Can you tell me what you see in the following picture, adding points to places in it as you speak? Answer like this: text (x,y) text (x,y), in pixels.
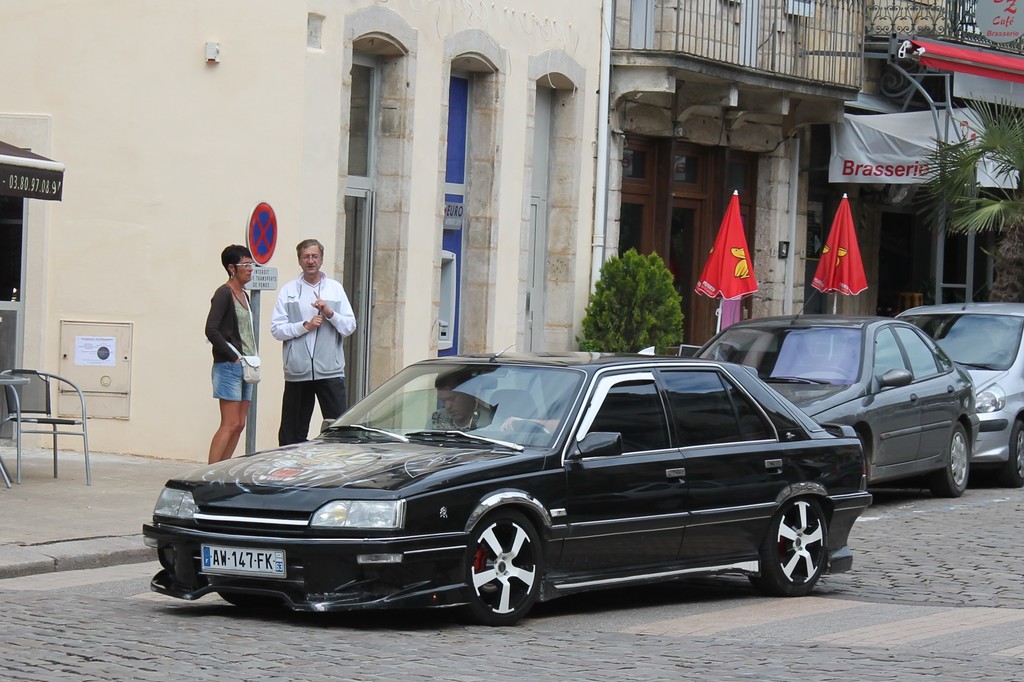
In this picture we can observe some cars (784,419) on the road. There are two persons (296,345) standing on the footpath (90,510). We can observe a board (268,243) fixed to the pole (248,429) behind them. There are some plants (642,315) and trees (1008,139). We can observe a railing (721,27) and a building (329,157).
